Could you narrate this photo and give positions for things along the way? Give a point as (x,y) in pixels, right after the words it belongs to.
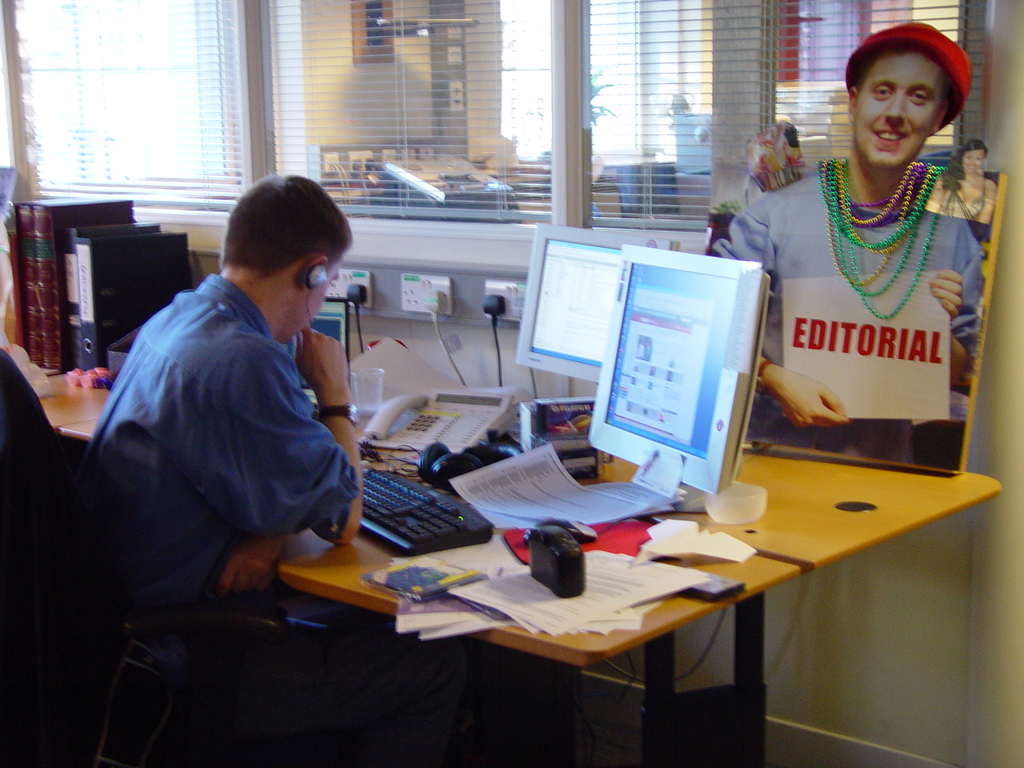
This Image is clicked in a room (790,603) where there is a table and a chair (96,578). On the table (785,499) there is a computer (671,349), papers (591,485), files (61,281). There is a window blind (474,149) on the top (477,168). There is a man (100,464) sitting on the chair (58,459).
